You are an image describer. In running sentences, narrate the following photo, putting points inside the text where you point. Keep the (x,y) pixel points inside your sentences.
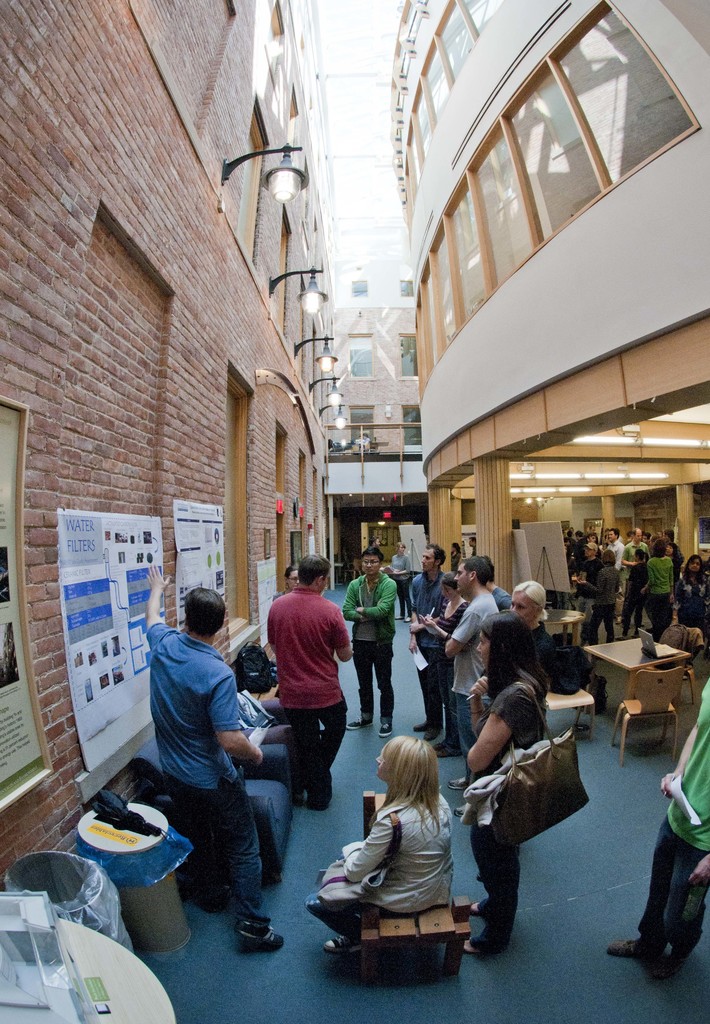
In this picture I can see buildings (287,343) and few lights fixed to the wall (279,388) and I can see a woman (420,867) sitting on the bench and few people (370,680) standing and I can see chairs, tables (573,623) and there are few posters (144,596) and a frame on the wall (256,492) with some text (182,565) and I can see couple of dustbins (150,903).
